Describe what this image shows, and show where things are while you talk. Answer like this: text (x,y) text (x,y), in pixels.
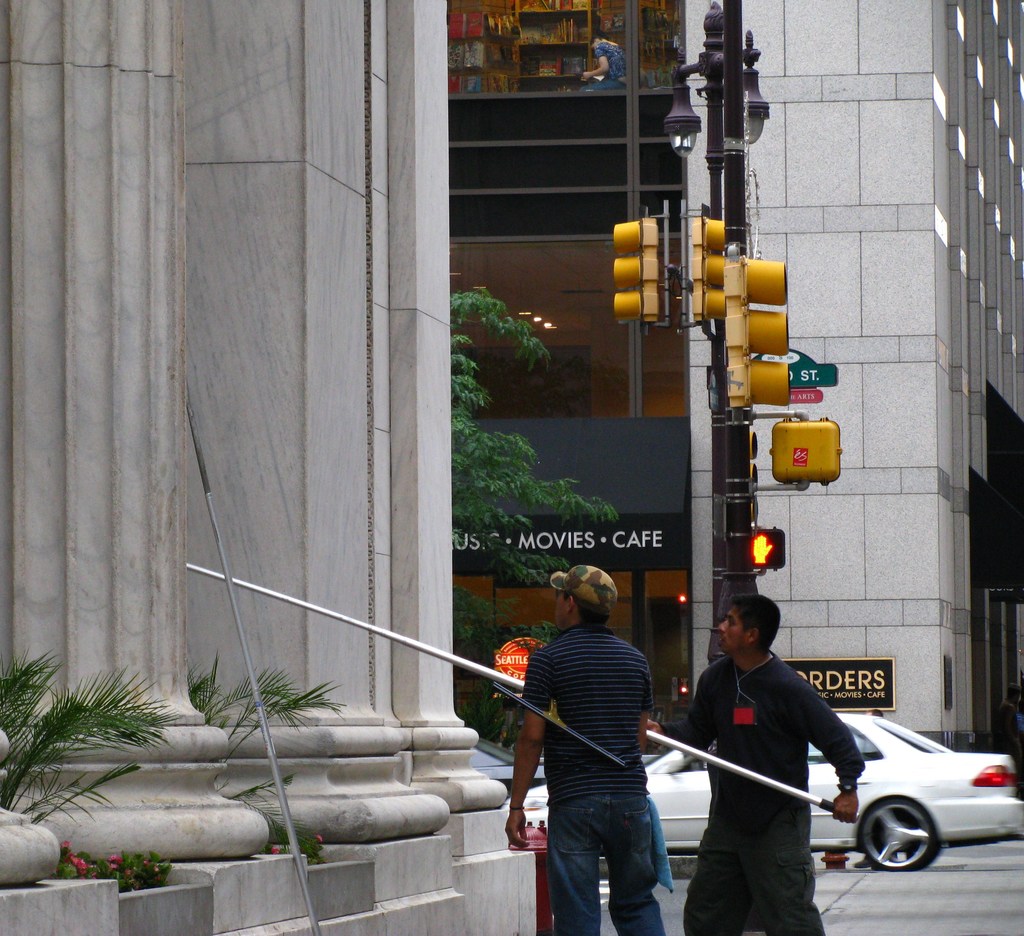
In this image there are two persons (595,828) standing at bottom of this image (647,815) and holding a iron rods (366,625), and there are some buildings (513,398) in the background (387,342). there is a tree (527,570) in middle of this image (472,620) and there is a white color car (666,794) at bottom of this image (679,767) and there are some plants (145,729) at bottom left side of this image (17,706). There are some traffic lights (701,310) at right side of this image (740,364). There is one person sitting at top of this image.
